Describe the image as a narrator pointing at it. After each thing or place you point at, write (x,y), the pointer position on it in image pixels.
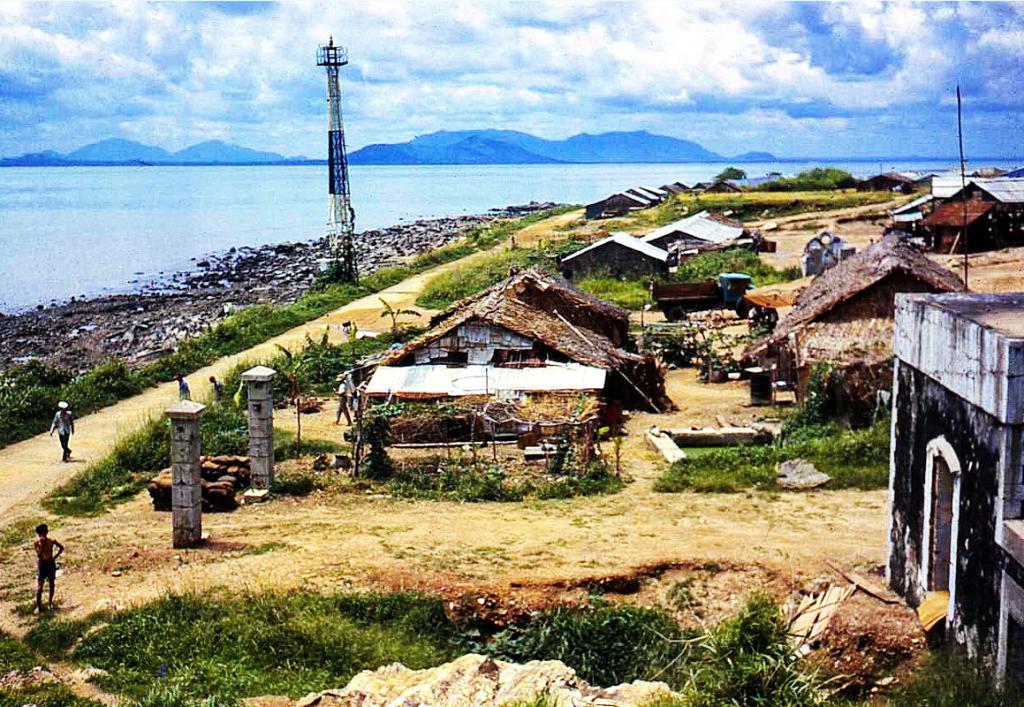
In this image there are people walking on a path (469,258) and there are houses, plants (332,291) and a tower (336,264), in the background (595,185) there is the sea (561,191), mountain (641,146) and the sky (661,111).
